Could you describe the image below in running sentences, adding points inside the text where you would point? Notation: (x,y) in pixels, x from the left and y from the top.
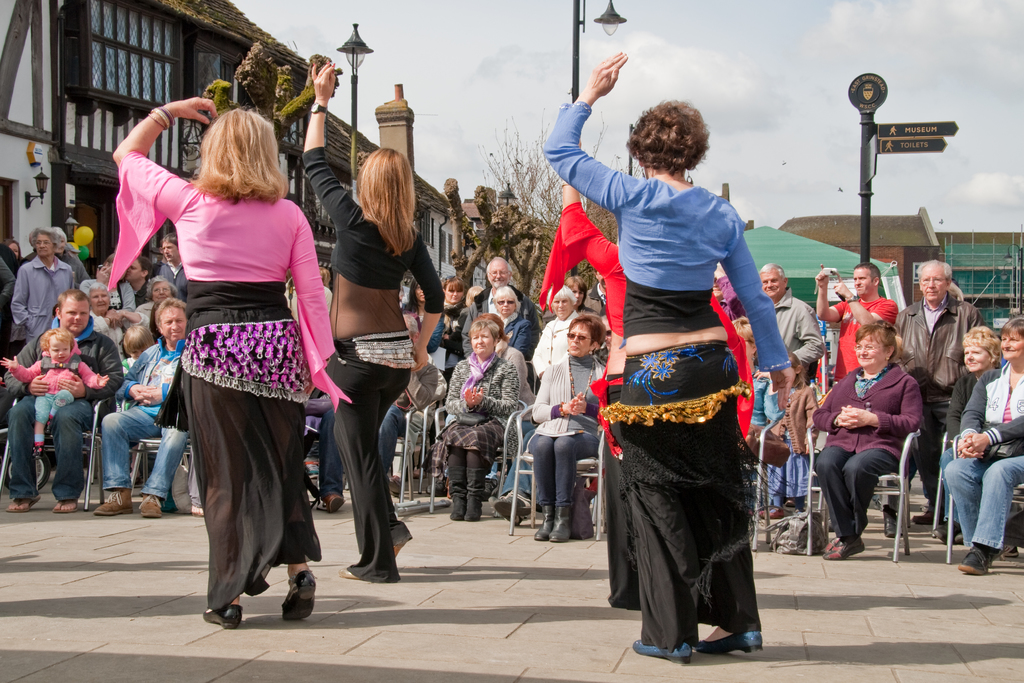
This image is clicked on the road (238,650). In the foreground (203,336) there are four people (362,304) dancing on the road (472,553). In front of them there are people (78,295) sitting on the chairs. There are a few people (854,321) standing behind them. In the background (77,64) there are buildings (922,227), street lights poles (575,44), sign board poles (861,155) and trees (542,215). At the top (746,42) there is the sky (403,46).
